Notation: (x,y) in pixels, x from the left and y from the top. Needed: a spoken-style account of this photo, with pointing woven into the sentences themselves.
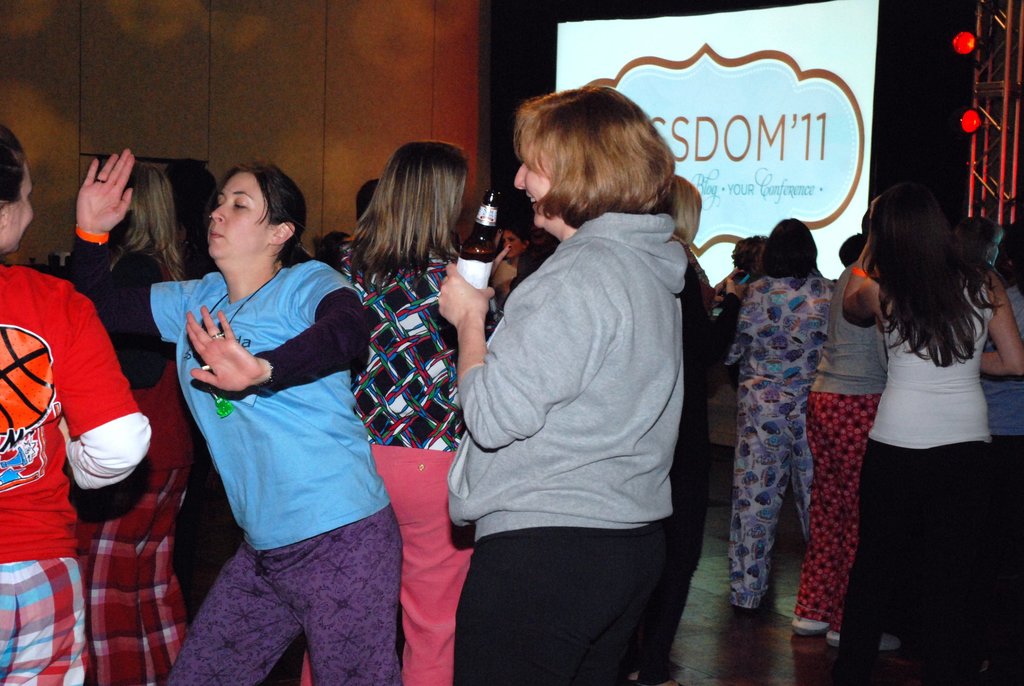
In this image we can see a group of women (459,459) standing on the floor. In that a woman (507,341) is holding the bottle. On the backside (989,178) we can see a display screen (737,32) with some text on it, a metal frame (986,193), some lights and a wall (332,204).
